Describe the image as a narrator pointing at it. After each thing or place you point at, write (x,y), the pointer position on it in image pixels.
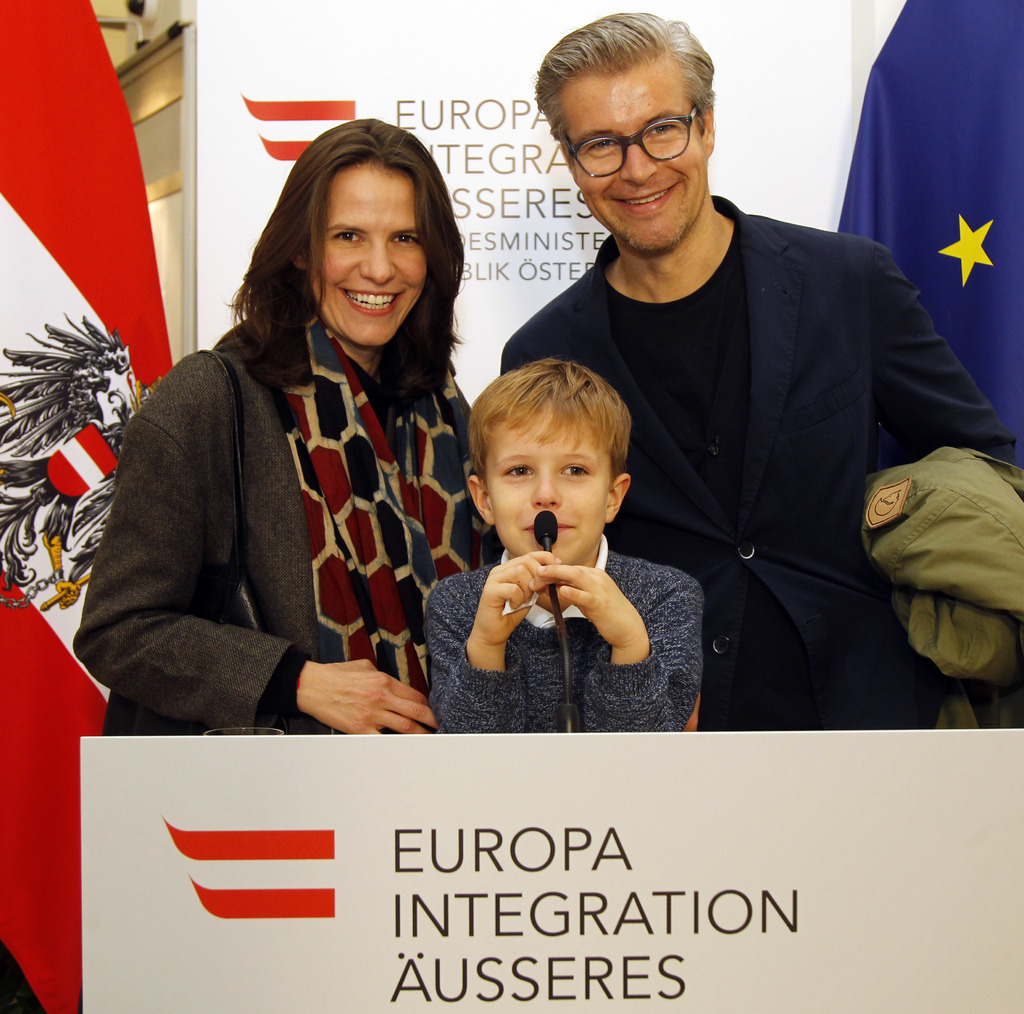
As we can see in the image there is a white color banner (255,104), red and white color flag (83,236). Three people (252,535) standing over here and this boy (558,561) is holding mic (544,543).
